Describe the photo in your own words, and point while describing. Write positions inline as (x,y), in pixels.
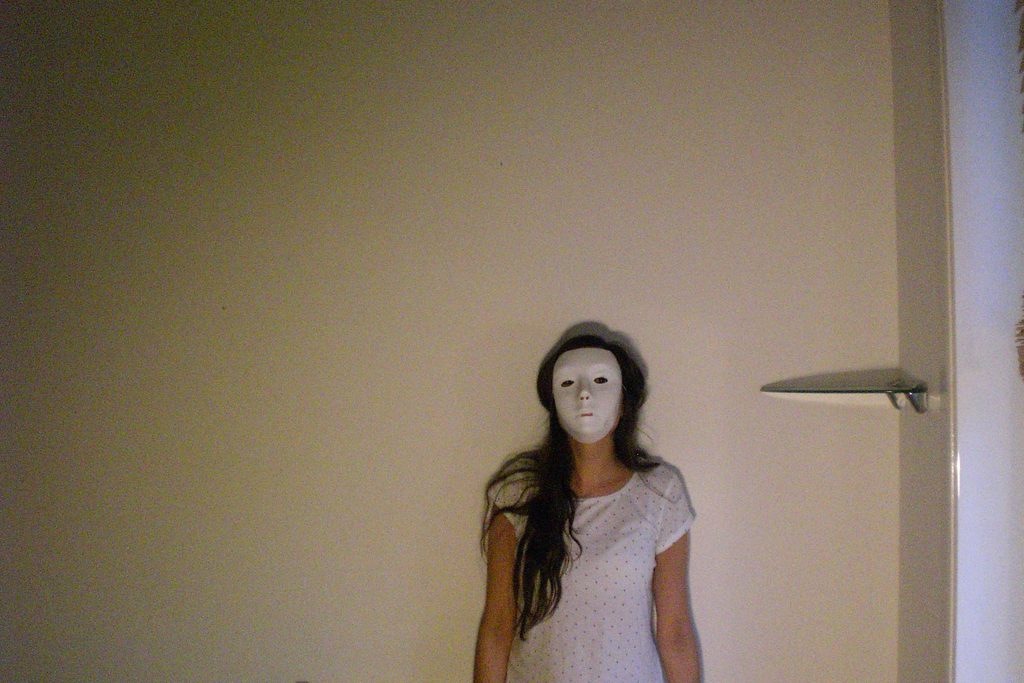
In this image there is a girl (605,568) standing near the wall (429,496). There is a mask (563,409) to her face (567,399). On the right side (797,386) there is a shelf (815,391) which is attached to the wall (931,368).
